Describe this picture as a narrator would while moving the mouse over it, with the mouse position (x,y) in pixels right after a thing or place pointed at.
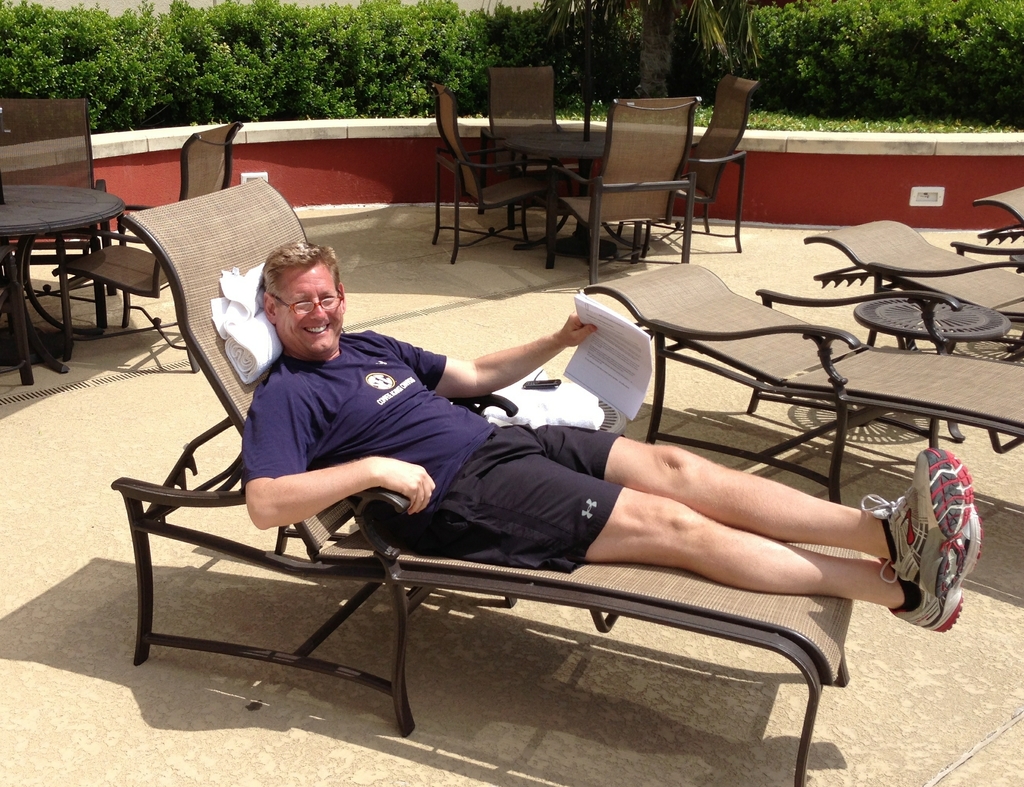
This man (412,475) is highlighted in this picture. This man (604,437) is holding a paper (620,378) and lying on this chair (228,261). Far this are plants (353,82). We can able to see number of chairs (840,385) and tables (27,207).
